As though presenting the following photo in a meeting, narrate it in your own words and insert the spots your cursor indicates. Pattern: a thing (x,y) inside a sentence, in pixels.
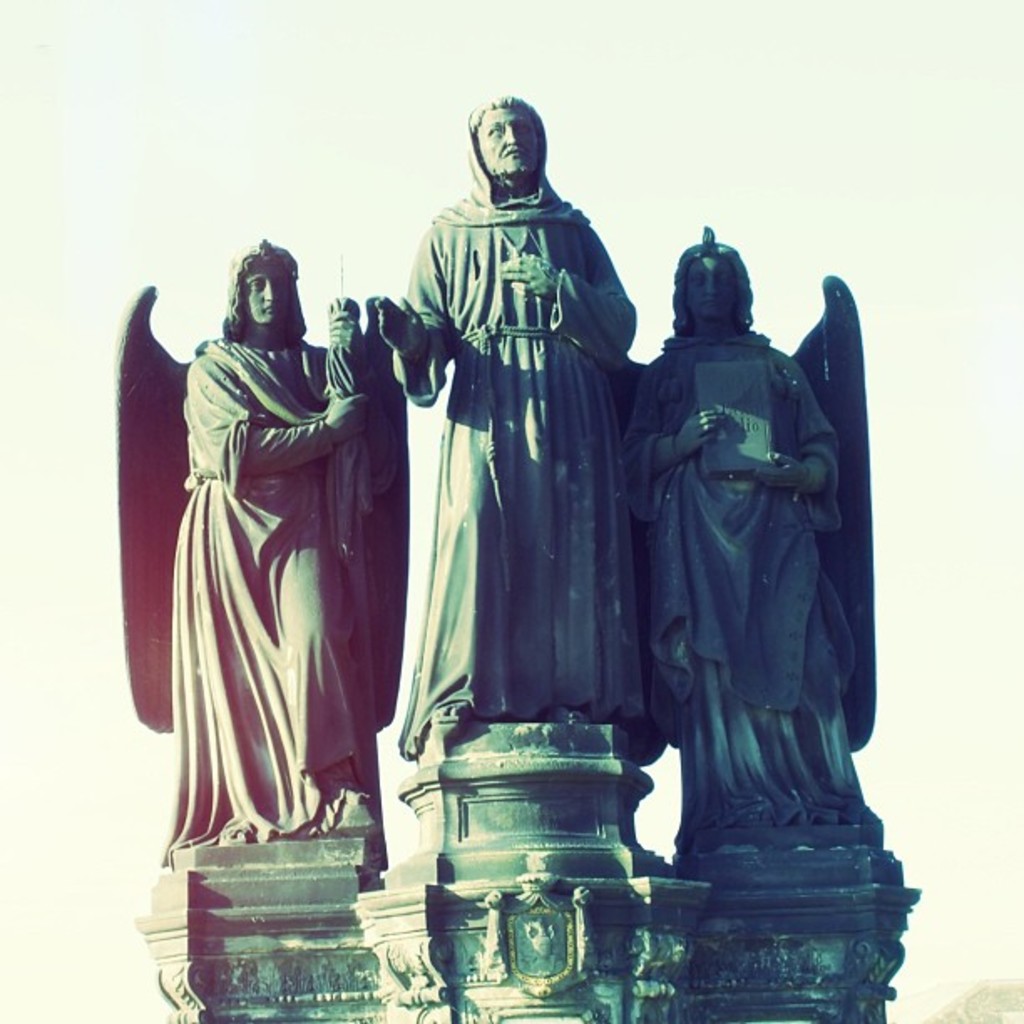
In the picture I can see the statue (614,605) of a three persons (626,523) standing which is in the black color and the background of the image (905,805) is plain.
